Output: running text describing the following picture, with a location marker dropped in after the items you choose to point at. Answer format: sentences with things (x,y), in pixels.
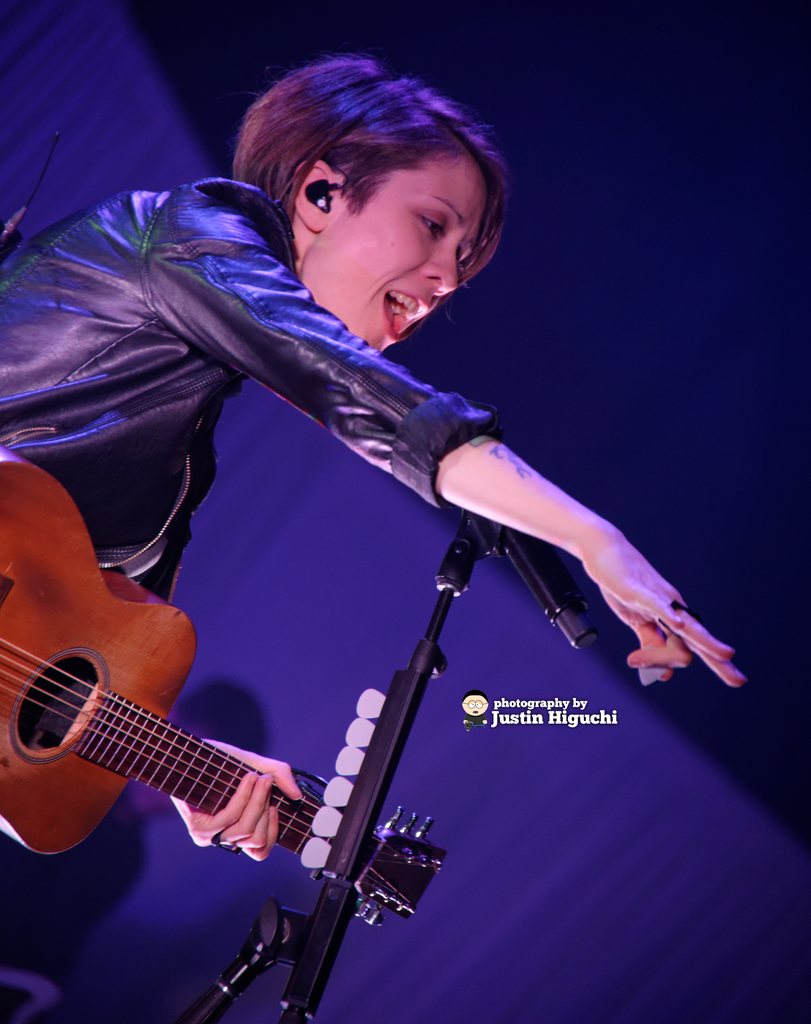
This image consist of a woman (191,396) singing and playing guitar (212,780). In front of her, there is a mic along with mic stand (276,937). The background (32,93) is blue in color. She is wearing a black jacket (174,376).
